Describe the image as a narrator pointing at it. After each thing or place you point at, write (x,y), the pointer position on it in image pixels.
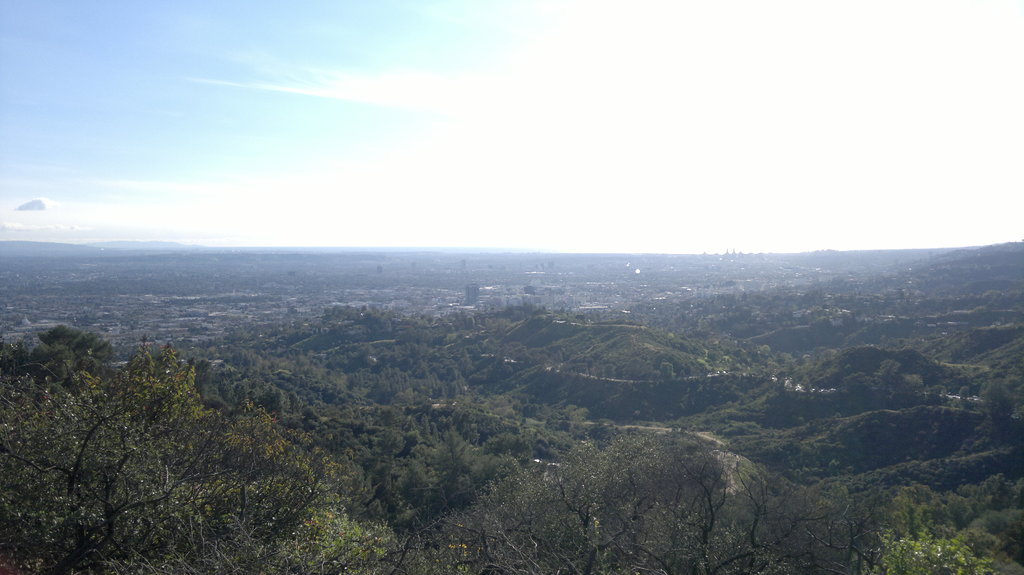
As we can see in the image there are trees (643,413), buildings (312,299), sky (58,195) and clouds (45,205).
